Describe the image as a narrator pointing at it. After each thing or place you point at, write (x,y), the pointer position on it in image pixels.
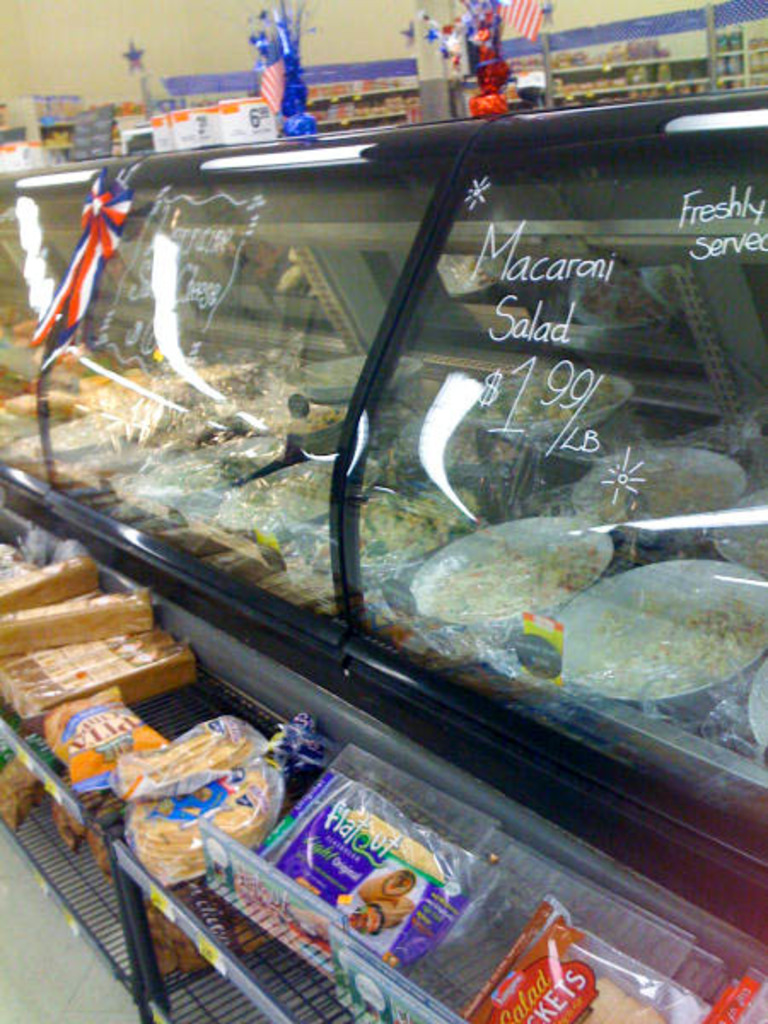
In the middle of the image (303,473) we can see some food items (175,411) in the glass (547,511) and some text (569,273) written on the glass (205,289). We can see some baked items (563,1008) kept in a metal rack (158,989) at the bottom of the image (233,927) and we can see walls (81,22) and things (331,65) at the top of the image (377,71).
